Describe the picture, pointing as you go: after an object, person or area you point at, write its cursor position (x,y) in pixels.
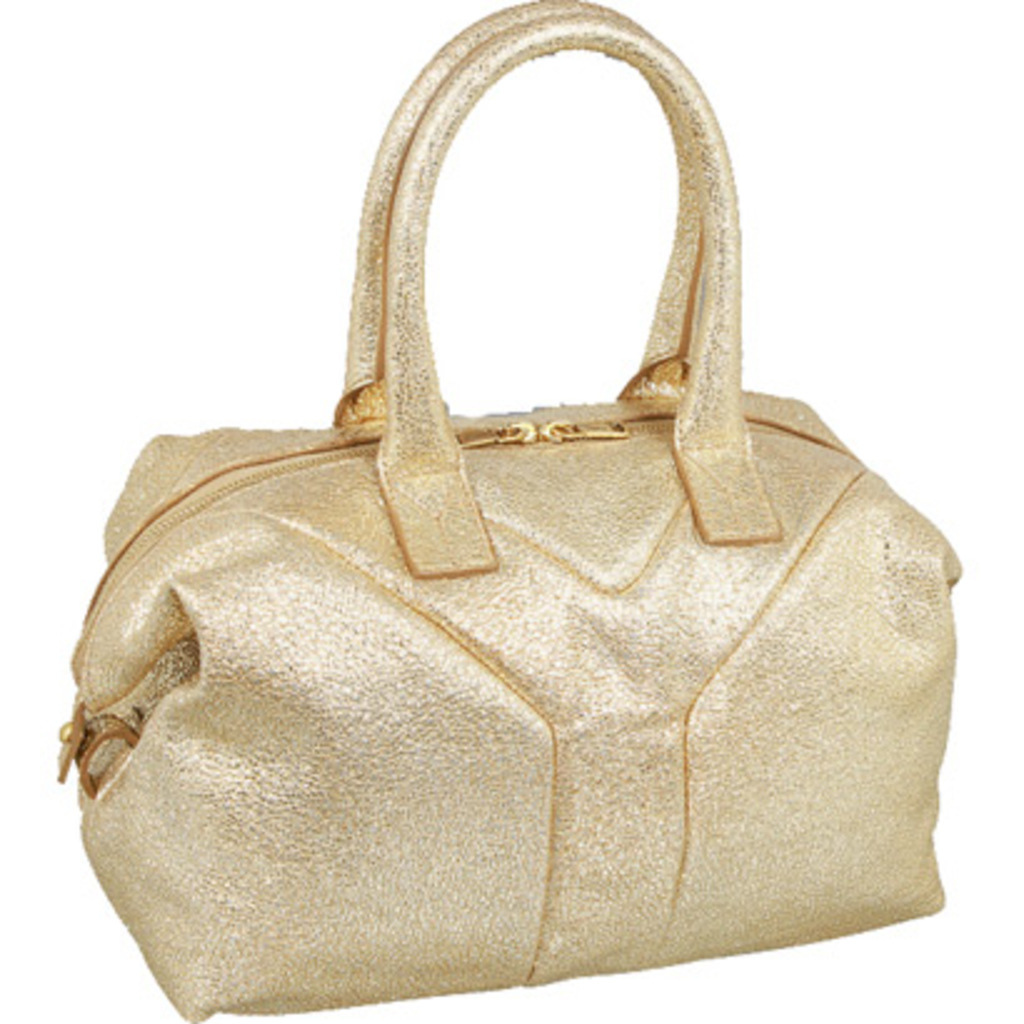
In this image there is purse (660,677) which in gold color. Background of the purse (685,564) is in white.
